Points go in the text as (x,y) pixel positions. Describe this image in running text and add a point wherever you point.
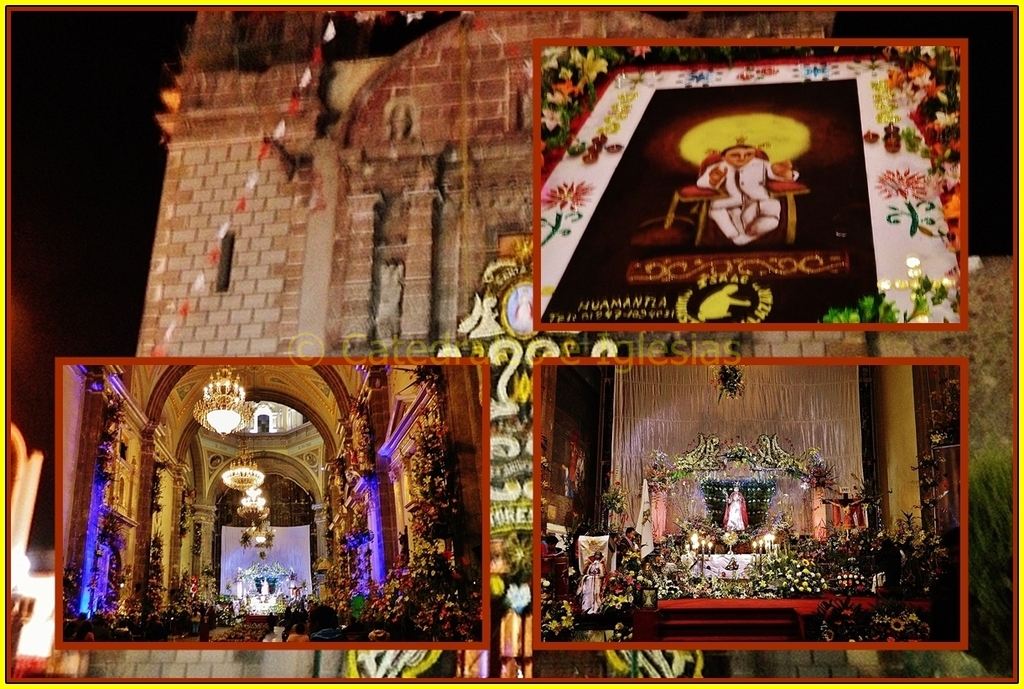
In the image I can see buildings (322,403), chandeliers (246,453), candles (771,540), lights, flower bouquets (780,576) and some other objects (515,490). I can also see a watermark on the image. This is a collage image.
